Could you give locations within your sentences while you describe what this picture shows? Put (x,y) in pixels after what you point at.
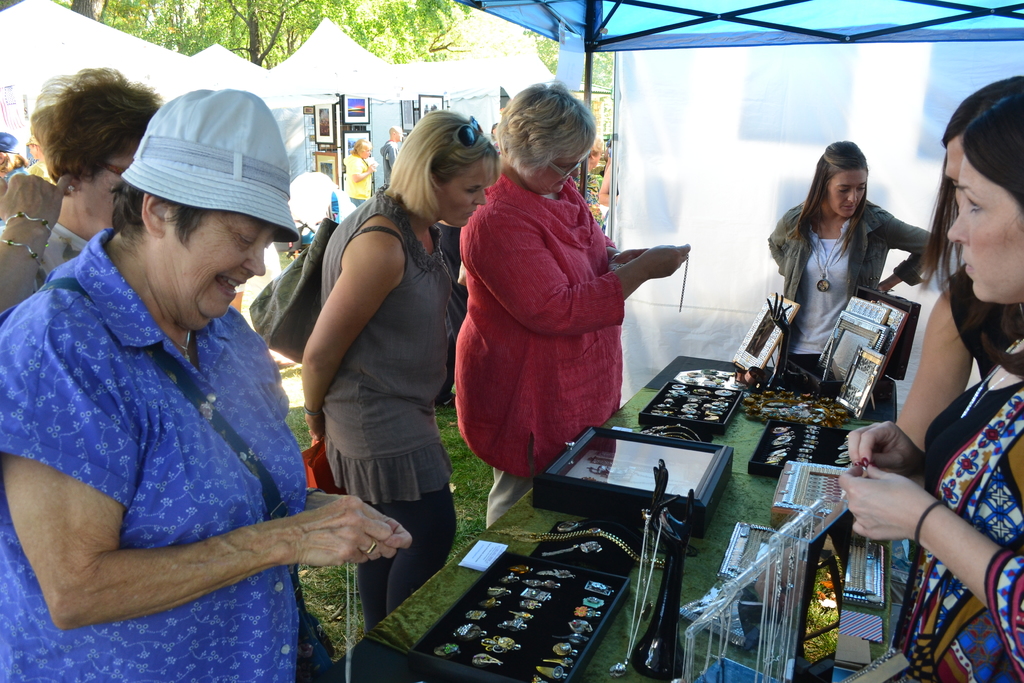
In this picture we can see a group of people (284,209) standing on the grass (303,445) and in front of them we can see boxes (838,389), jewelry (603,584), frames (750,357), some objects (825,665) on the table (509,526) and in the background (202,76) we can see tents (451,79), trees (460,14), frames (345,118).
